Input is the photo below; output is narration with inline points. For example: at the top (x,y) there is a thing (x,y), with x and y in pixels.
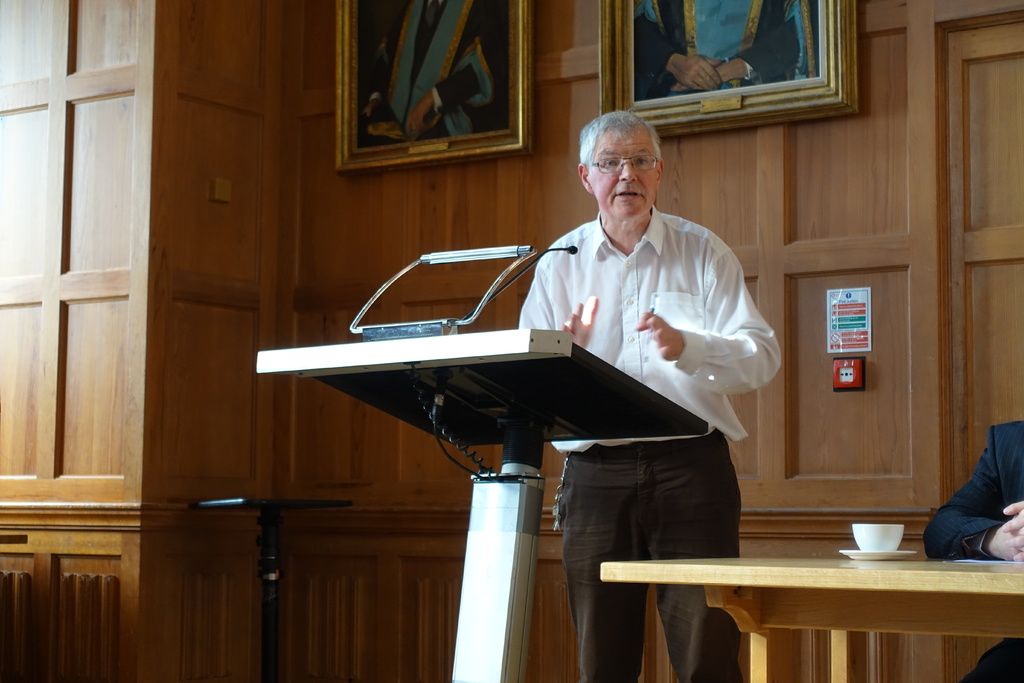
In this image a man (639,323) is standing near the podium (438,421) and talking. In the right side of the image (993,660) a man (1000,466) is sitting on the chair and there is a table (741,586) and on top of it there is a cup (862,541) and saucer (864,556). At the background (91,337) there is a wall (784,214) made of wood (154,497) with picture frames (428,96) on it.
